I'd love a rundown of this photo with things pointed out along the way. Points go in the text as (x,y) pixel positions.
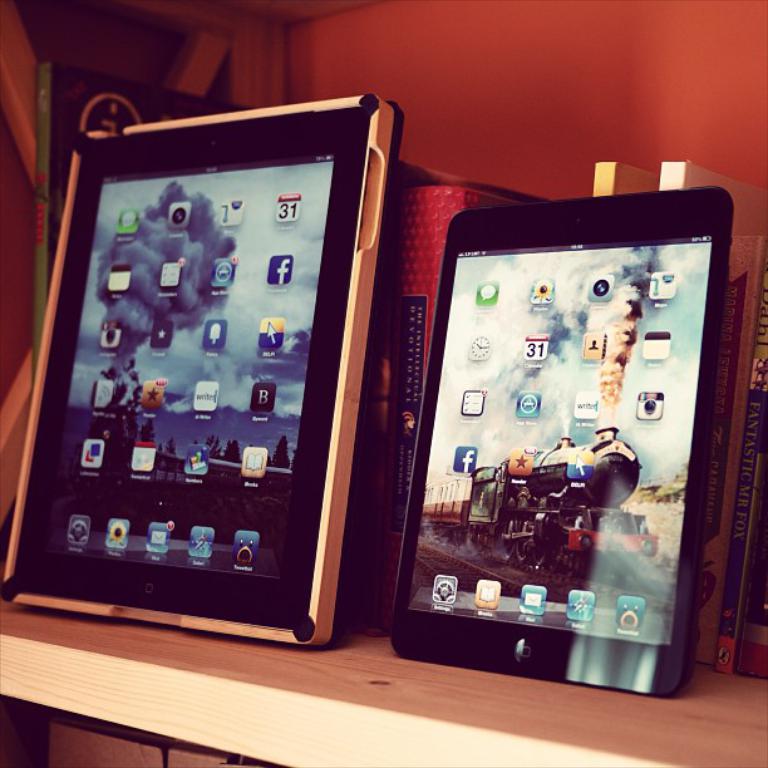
In this image, we can see the iPad's (678,558), few books (428,345) are placed on the wooden rack (323,746). Background (574,83) we can see a wall (594,100). In the iPad screens (227,431), we can see icons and images (570,583).
